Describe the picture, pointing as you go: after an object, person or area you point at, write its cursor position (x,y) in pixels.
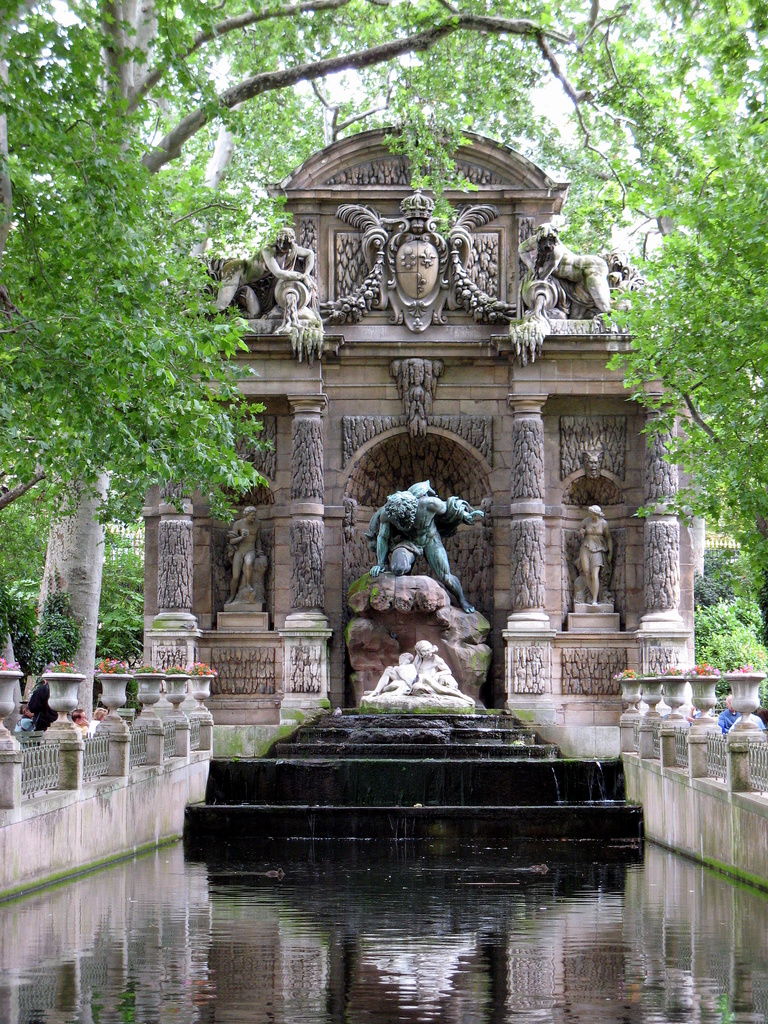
In the center of the image (411,596) we can see the statue (428,697), water fountain (412,794) and also the sculptures (425,303) on the wall (513,369). We can also see the trees (131,382), people (725,708), flower pots (8,679).
